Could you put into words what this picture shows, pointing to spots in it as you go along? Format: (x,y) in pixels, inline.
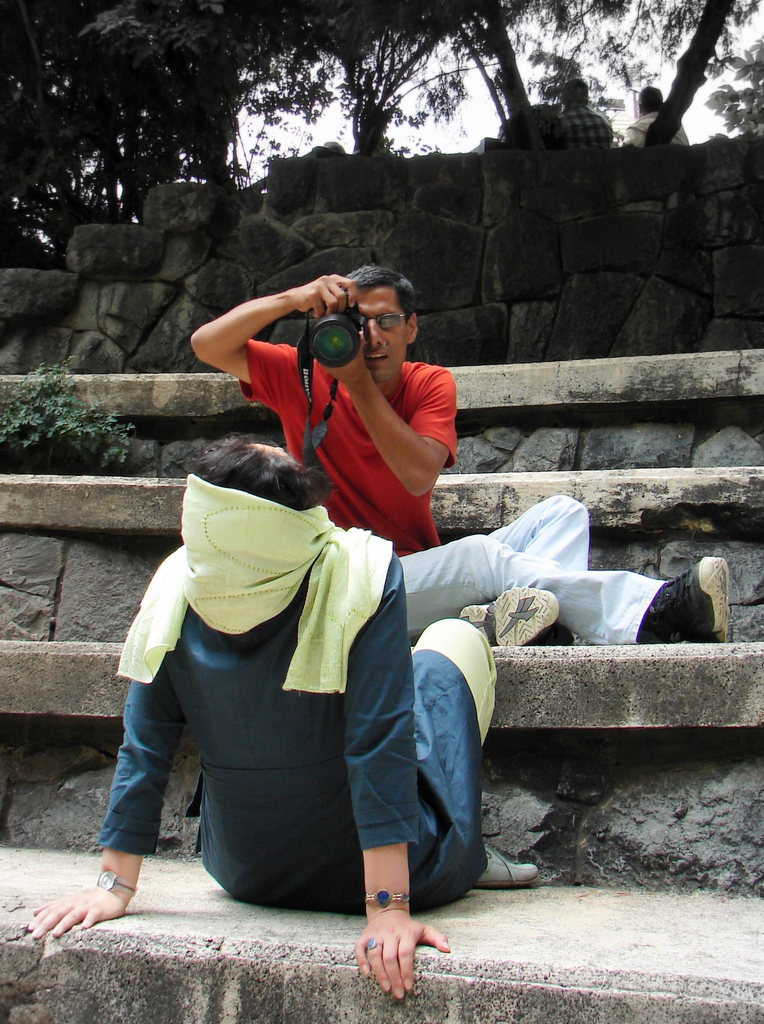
As we can see in the image there are stairs (728,810), two people (407,539) sitting, trees (341,14) and sky (411,107). The man (421,450) over here is wearing red color t shirt (379,459) and holding a camera (348,310).
